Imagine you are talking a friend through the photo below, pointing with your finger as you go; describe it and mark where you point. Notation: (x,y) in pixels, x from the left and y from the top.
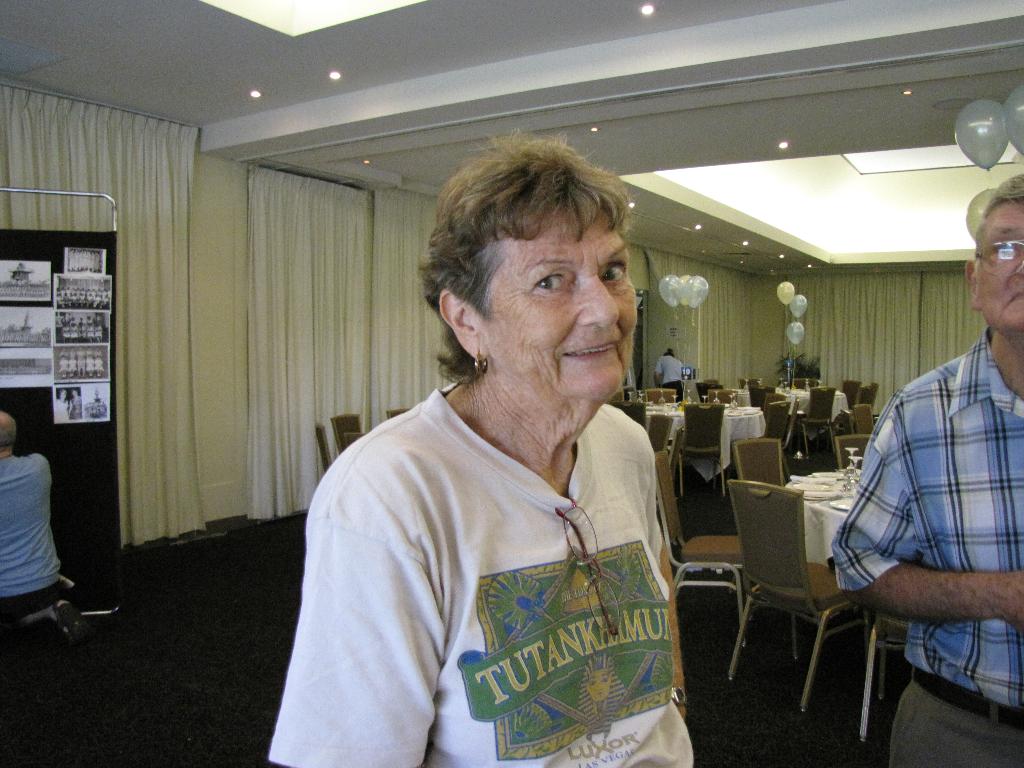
In this image I can see a woman (302,744) and a man (1000,358). I can see a smile on her face (615,350). In the background (793,609) I can see number of chairs (832,388), tables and few balloons (1022,100).
